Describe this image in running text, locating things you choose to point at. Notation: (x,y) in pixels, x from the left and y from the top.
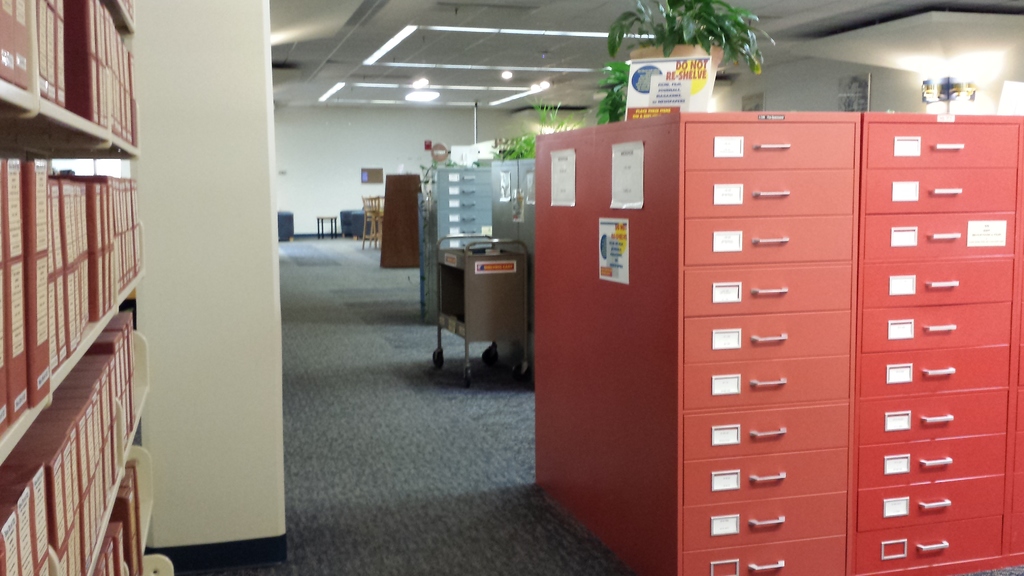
In this image in the front (600,289) on the right side (687,343) there is a cupboard (713,349) which is red in colour and on the top of the cup board (651,168) there is a plant (688,38) in the pot (690,54) and there is a banner (661,90) with some text (663,90) written on it. On the left side (51,251) there is a shelf (58,288) with the books (64,297) in it and in the background (478,198) there are cupboards (467,195), there are chairs (368,219) and there are blue colour objects (348,218). On the top (424,96) there are lights (417,84) and there are plants (520,138).
